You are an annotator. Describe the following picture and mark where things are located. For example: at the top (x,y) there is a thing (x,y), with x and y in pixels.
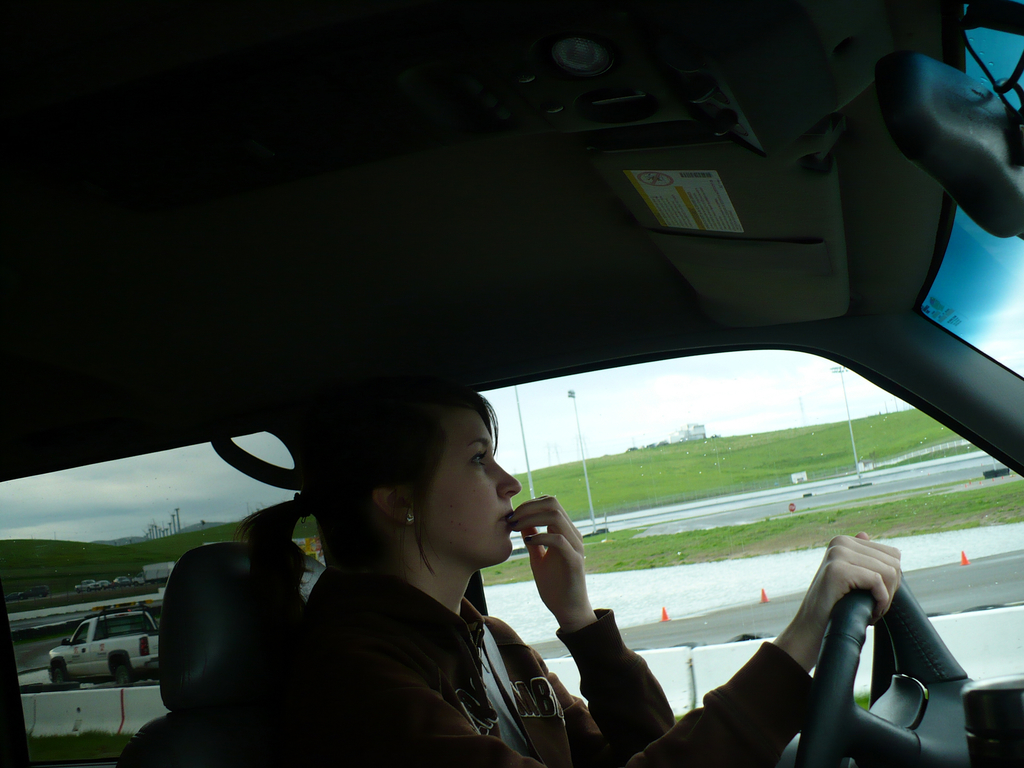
This picture is taken inside the car (978,69). In the foreground (401,525) there is a woman (436,565) sitting and driving the car (850,717). In the background (766,369) we can see the sky (789,371), poles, ground (715,445) full of green grass (724,468), another car (120,627) and road (983,571).
